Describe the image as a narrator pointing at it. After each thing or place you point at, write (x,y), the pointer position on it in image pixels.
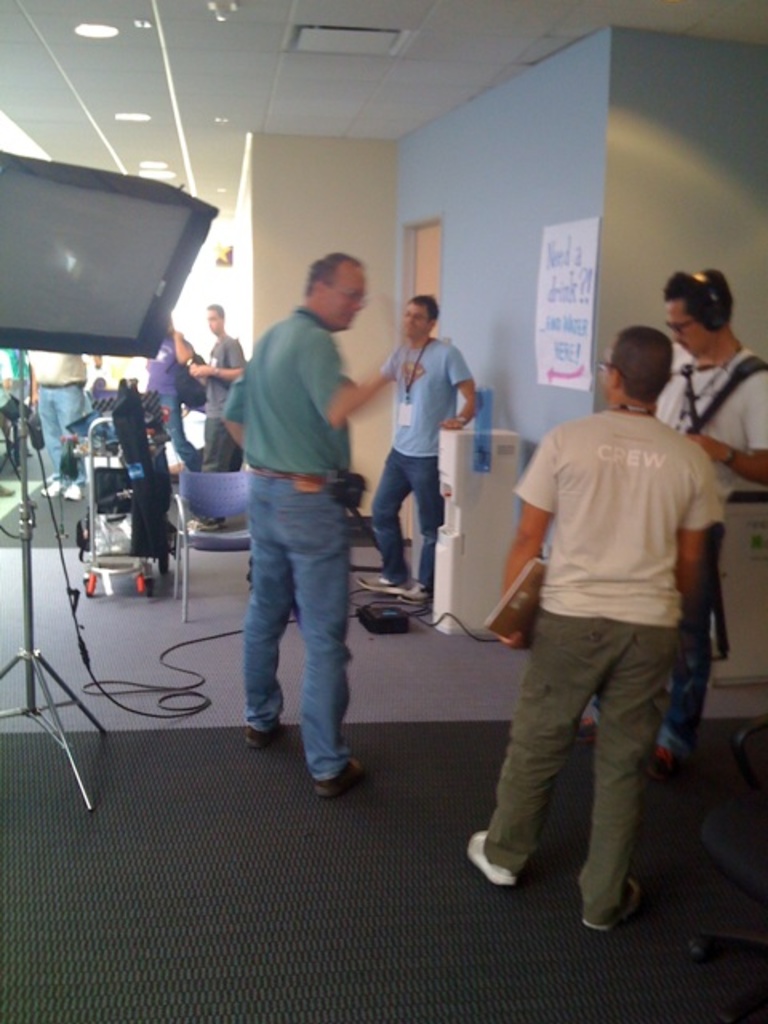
In this image we can see people (544,717) are standing on the floor (6,980). Here we can see chairs (199,479), stand (7,716), cable (173,688), water dispenser (444,603), poster (541,372), walls (580,217), ceiling (23,5), lights (23,231), and other objects (166,517).
